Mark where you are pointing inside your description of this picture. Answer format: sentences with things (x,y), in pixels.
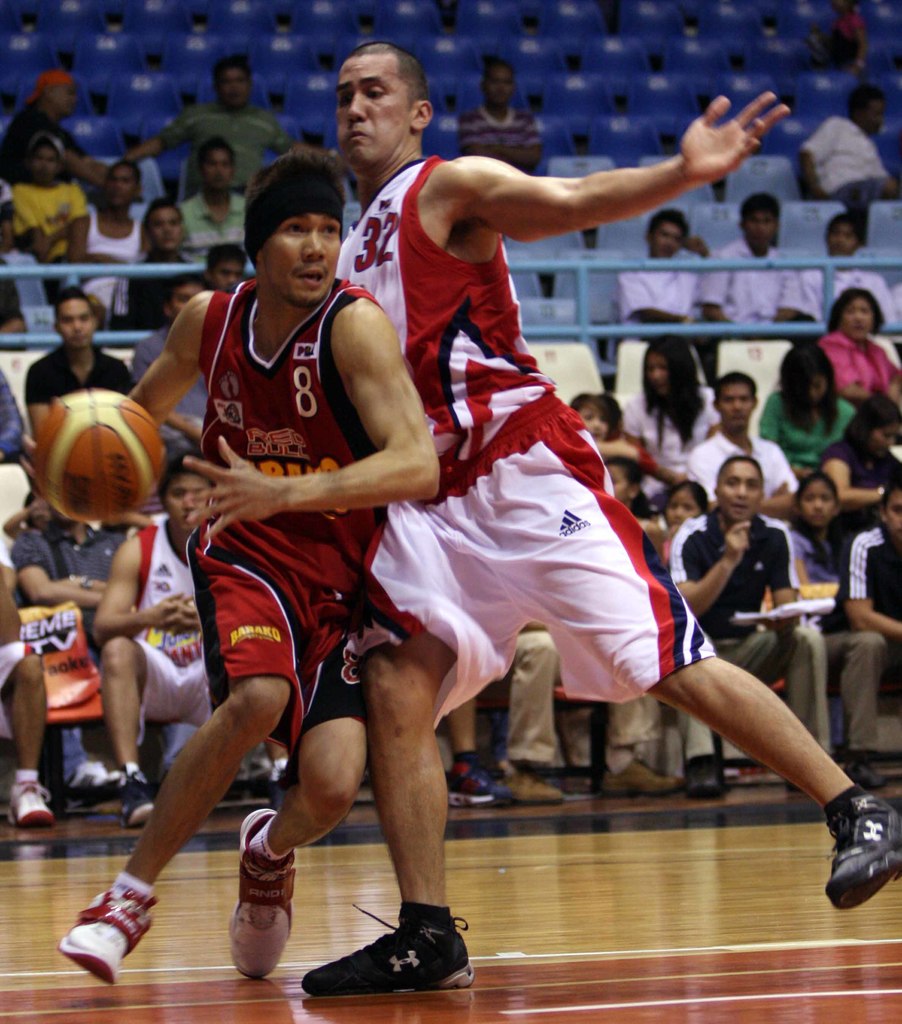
There is a group of people (747,469). We can see in the background (158,622) there are sitting in a chair (639,372). On the left side (281,261) we have person (266,357). He's holding a ball (122,450). On the right side (652,582) we have a another person (709,701). He's coming to catch up.
